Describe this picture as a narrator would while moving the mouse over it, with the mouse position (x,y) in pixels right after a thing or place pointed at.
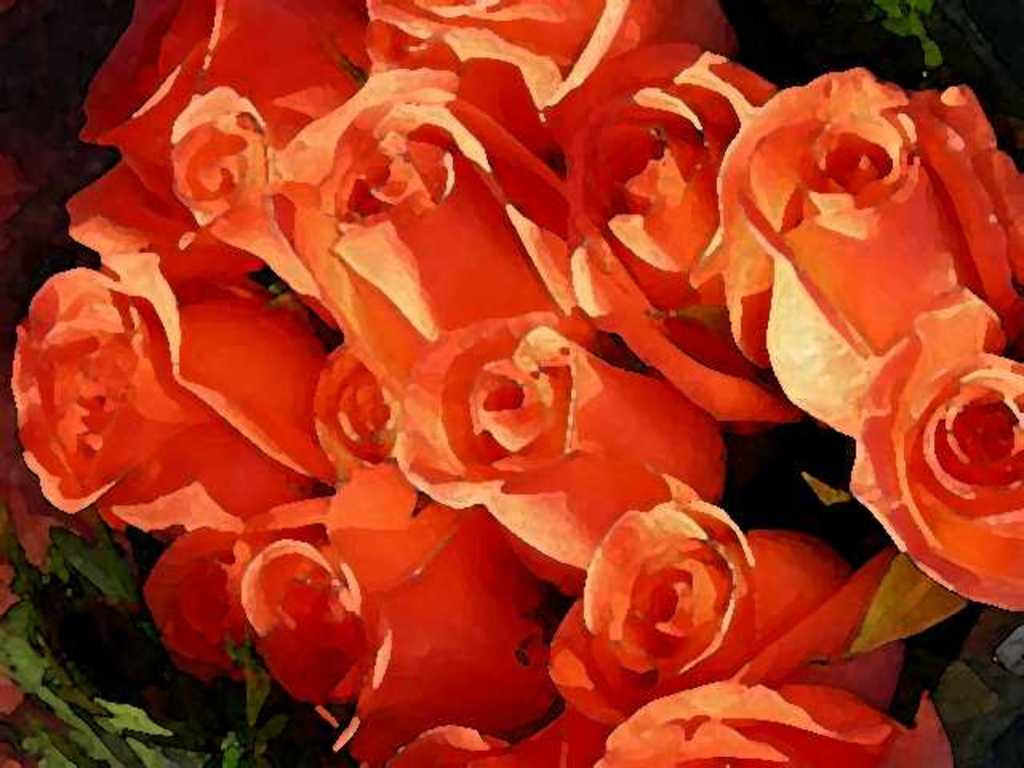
In this image we can see a bunch of roses (403,237) are painted.
